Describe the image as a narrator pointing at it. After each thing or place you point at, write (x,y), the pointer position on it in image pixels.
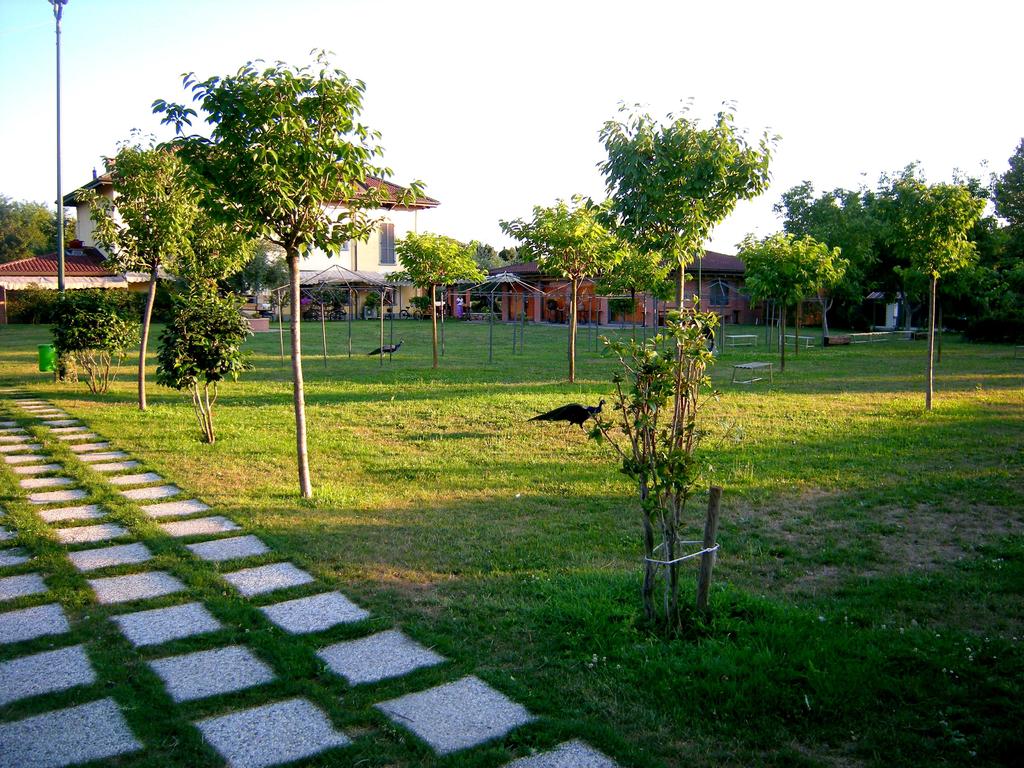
In this picture we can see the ground (158,629), grass (440,507), trees (115,295), birds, benches (771,364), buildings (398,264), pole (59,40) and some objects (49,365) and in the background (427,64) we can see the sky (537,53).
